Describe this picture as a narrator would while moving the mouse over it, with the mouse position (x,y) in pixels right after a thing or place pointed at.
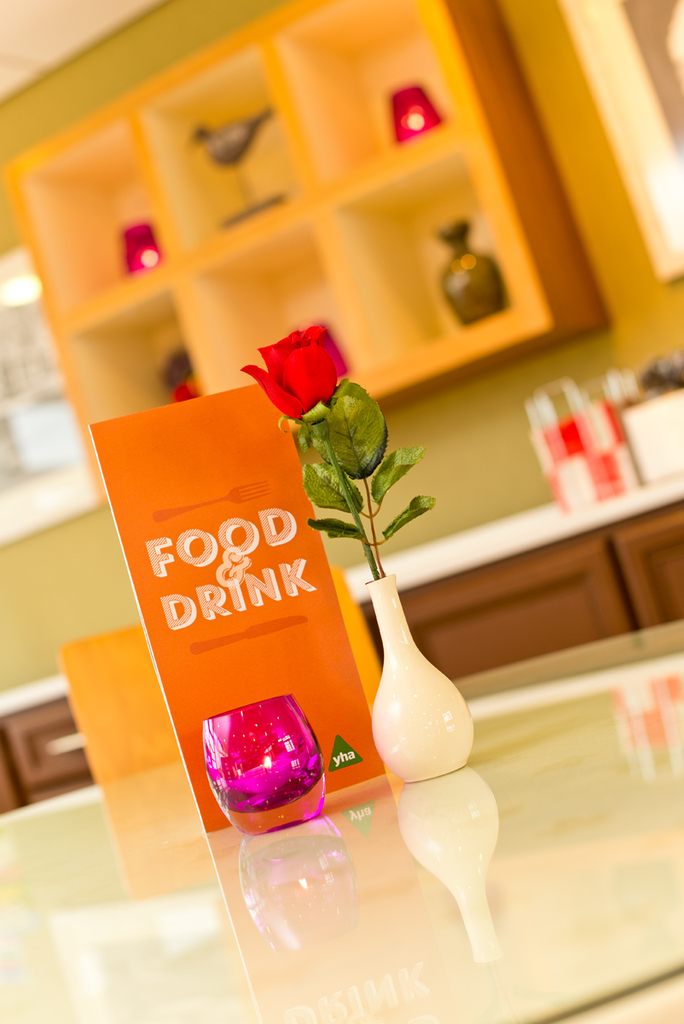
In the image we can see there is a table (371,918) on which there is glass (293,724) and a vase (396,693) kept on a table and in the vase (383,599) there is a rose flower (342,454) kept and there is a menu card (208,532) on which its written "Food & Drink".
